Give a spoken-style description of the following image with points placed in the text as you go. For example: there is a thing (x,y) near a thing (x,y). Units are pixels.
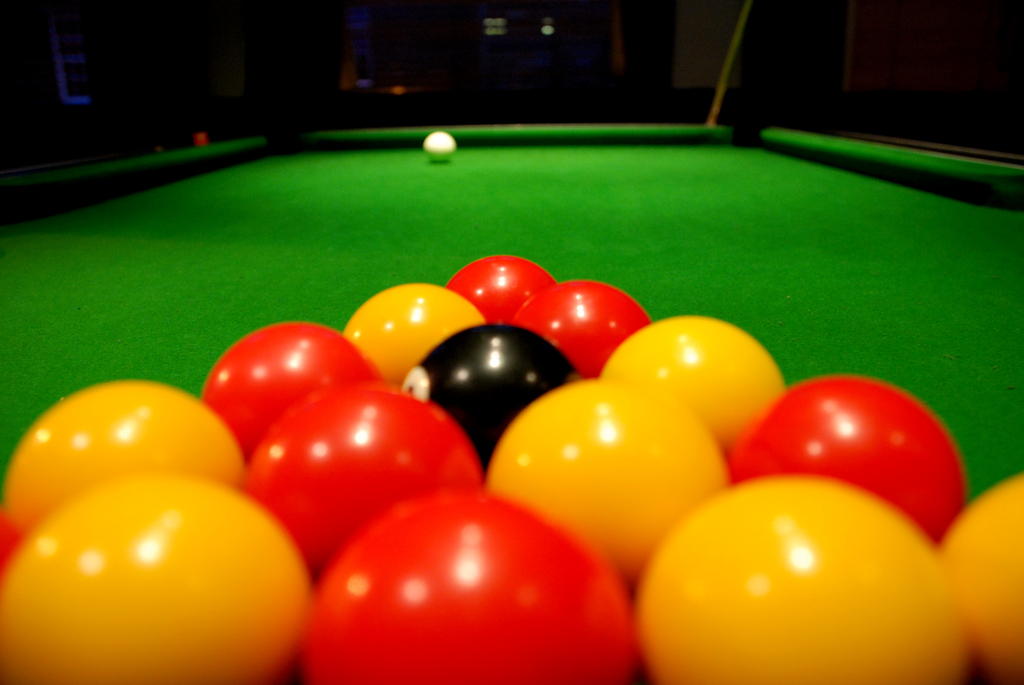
Here we can see balls (571,290) on the snooker table (661,211). Background (431,3) it is dark.
